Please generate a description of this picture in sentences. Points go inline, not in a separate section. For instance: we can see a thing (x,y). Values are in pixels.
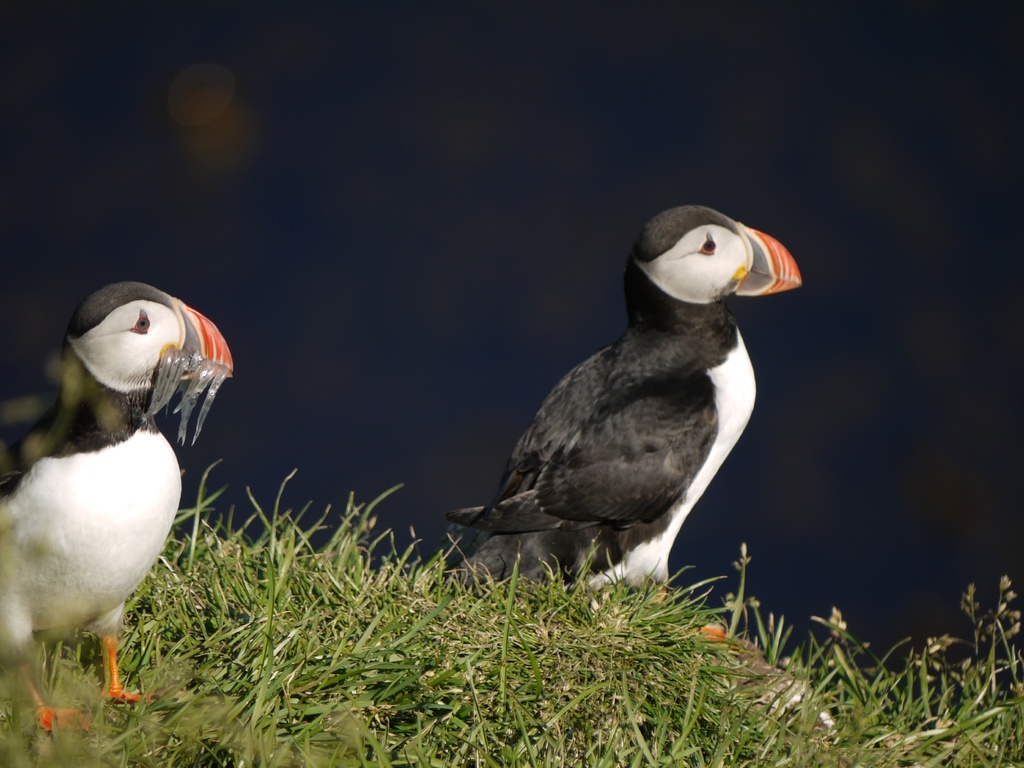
In the foreground of the picture (547,512) there are birds (679,436) and grass (370,554). The background (278,159) is not clear.
